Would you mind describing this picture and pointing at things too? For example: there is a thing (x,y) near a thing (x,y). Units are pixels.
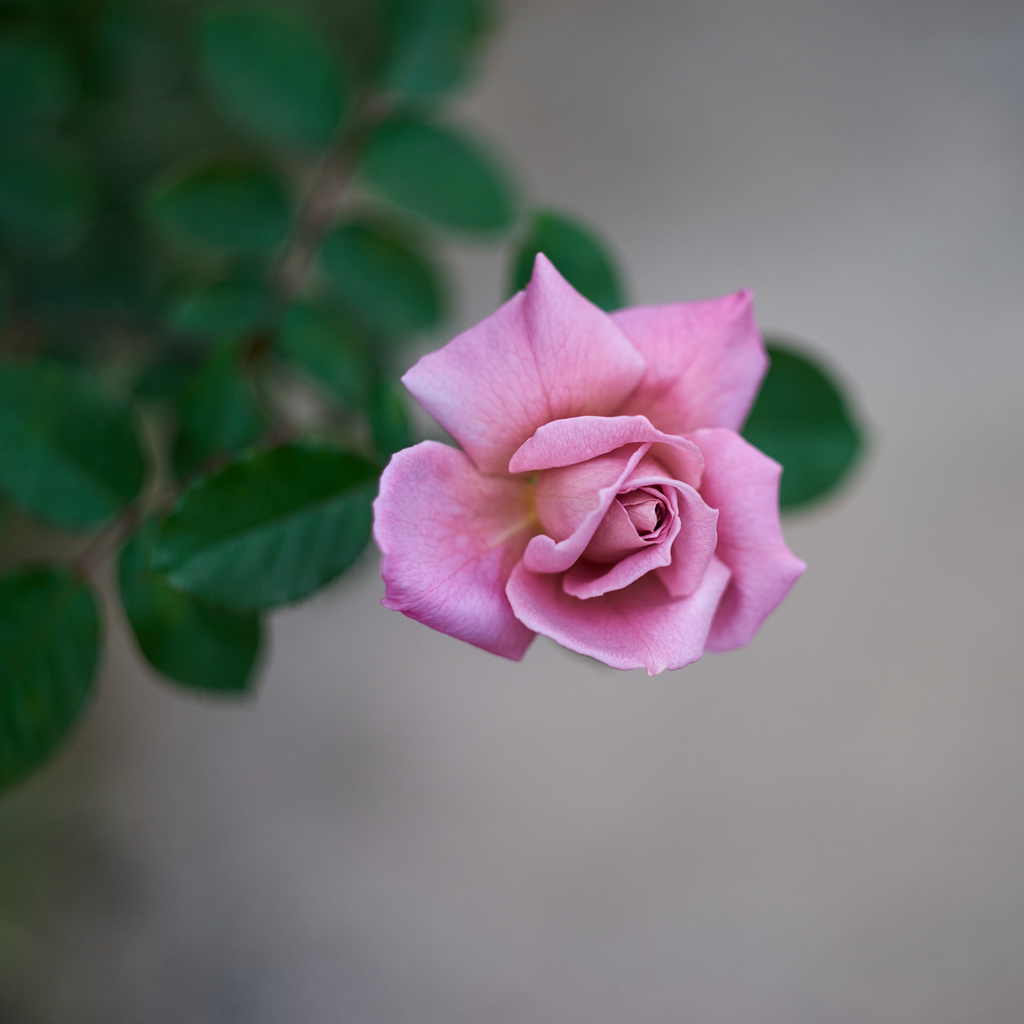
In this image I can see pink color rose (594,436) and I can see leaves (196,414).
